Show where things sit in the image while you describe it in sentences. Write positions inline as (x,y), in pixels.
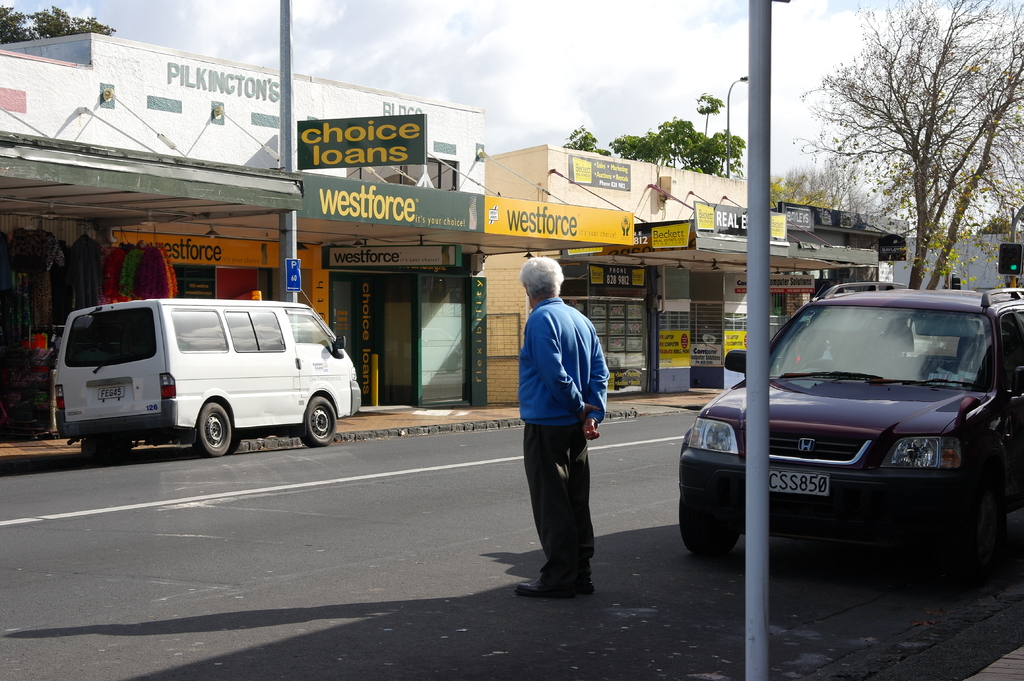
In front of the image there is a pole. Behind the pole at the bottom of the image (440,469) there is road (476,436). And on the road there are two cars (202,428). Behind the car (89,415) there is a footpath (62,449). And also there are few stores (376,179) with glass walls (455,302), posters (713,362), banners (676,250) and name boards (354,199). On the left side of the image (110,253) in front of the store (127,214) there are few clothes (26,272) hanging. In the background (864,92) there are trees (910,76). At the top of the image (676,69) there is sky (339,35).
